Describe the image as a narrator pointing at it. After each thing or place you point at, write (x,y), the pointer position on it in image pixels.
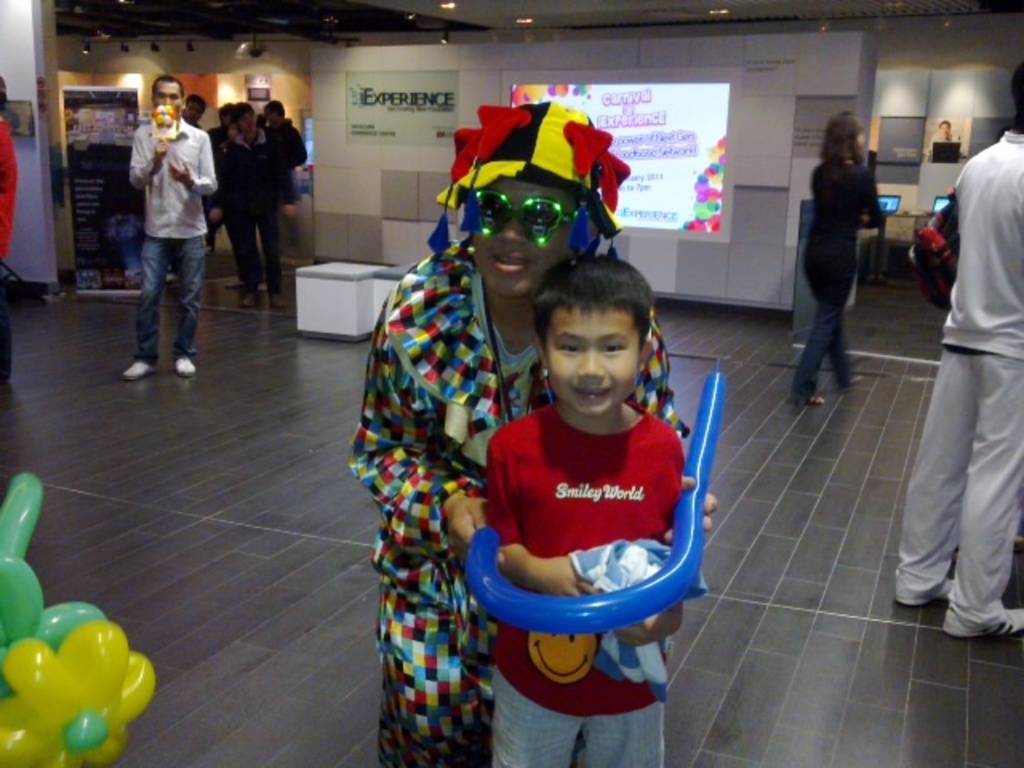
In this image, there are a few people (579,499). We can see the ground (221,729) with some objects (331,322). We can see some boards (559,91) with text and images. We can also see the wall (923,52) and the roof (425,27) with some lights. We can also see some objects (4,563) on the bottom left (30,756).
